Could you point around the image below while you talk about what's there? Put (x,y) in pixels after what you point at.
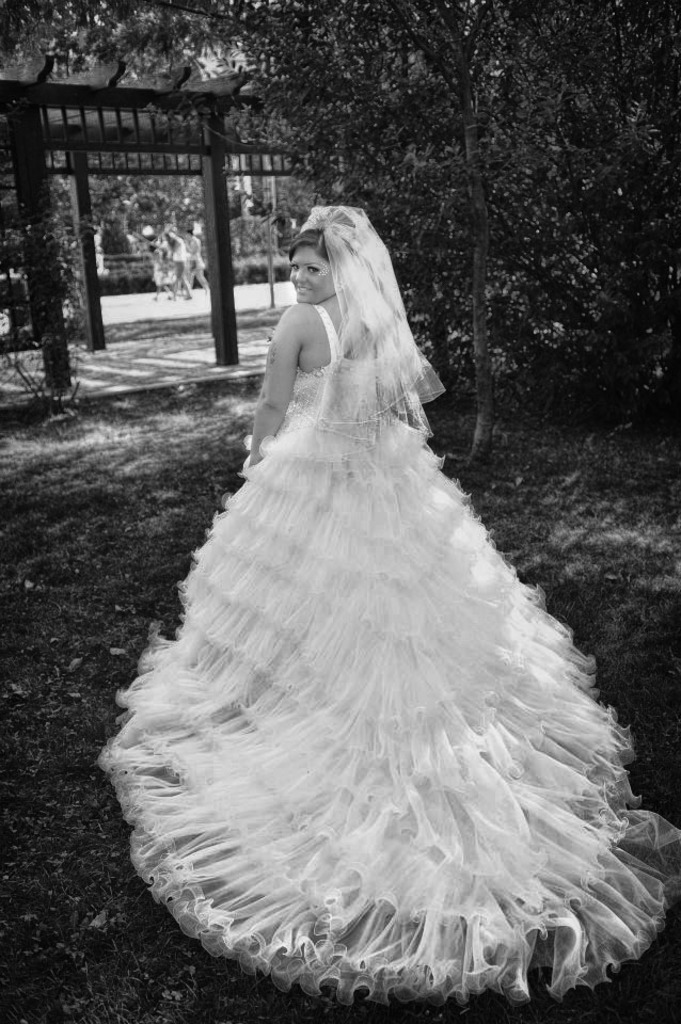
In this black and white picture there is a woman (255,539) wearing a dress (324,686). She is standing on the grassland (55,547) having few trees (495,282). There are few pillars (208,162) attached to the roof (126,144). Few persons (163,282) are walking on the land (142,304). Behind there is a building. Before it there are few plants (243,215).
